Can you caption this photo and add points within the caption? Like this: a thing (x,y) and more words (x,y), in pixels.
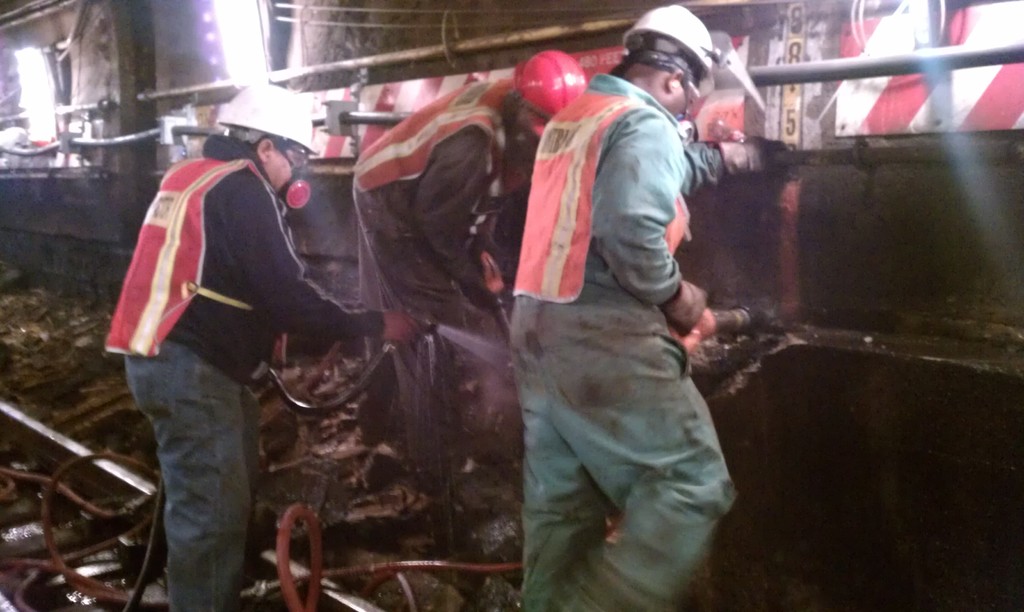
In this image we can see three persons (687,525) are holding pipes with their hands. Here we can see ground (384,591). In the background (50,259) we can see wall (400,82), rods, and lights (232,31).
